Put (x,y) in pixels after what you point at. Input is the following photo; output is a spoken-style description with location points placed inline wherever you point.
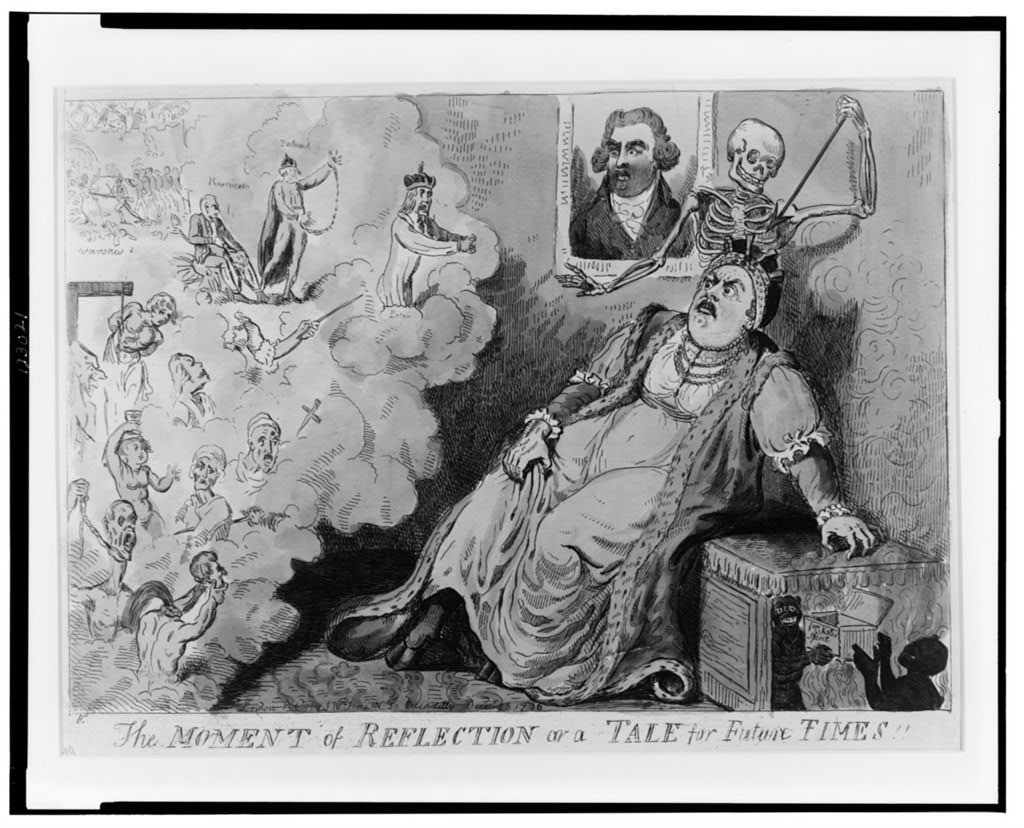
This is a poster (821,624) and in this poster (162,646) we can see some people (304,231), frame (658,109), skeleton (833,206) and some text (820,730).
